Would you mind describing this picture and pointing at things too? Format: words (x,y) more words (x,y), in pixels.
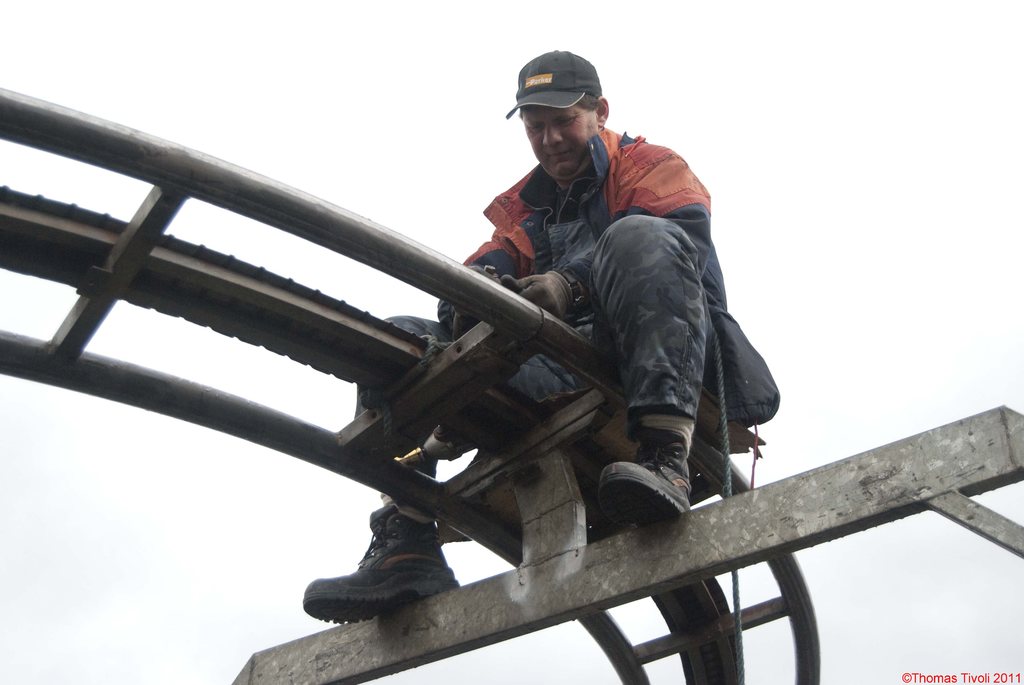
In this images there is a man (574,280) sitting on top of the stand (489,466) which is in the center (496,438) and the sky (451,196) is cloudy.
